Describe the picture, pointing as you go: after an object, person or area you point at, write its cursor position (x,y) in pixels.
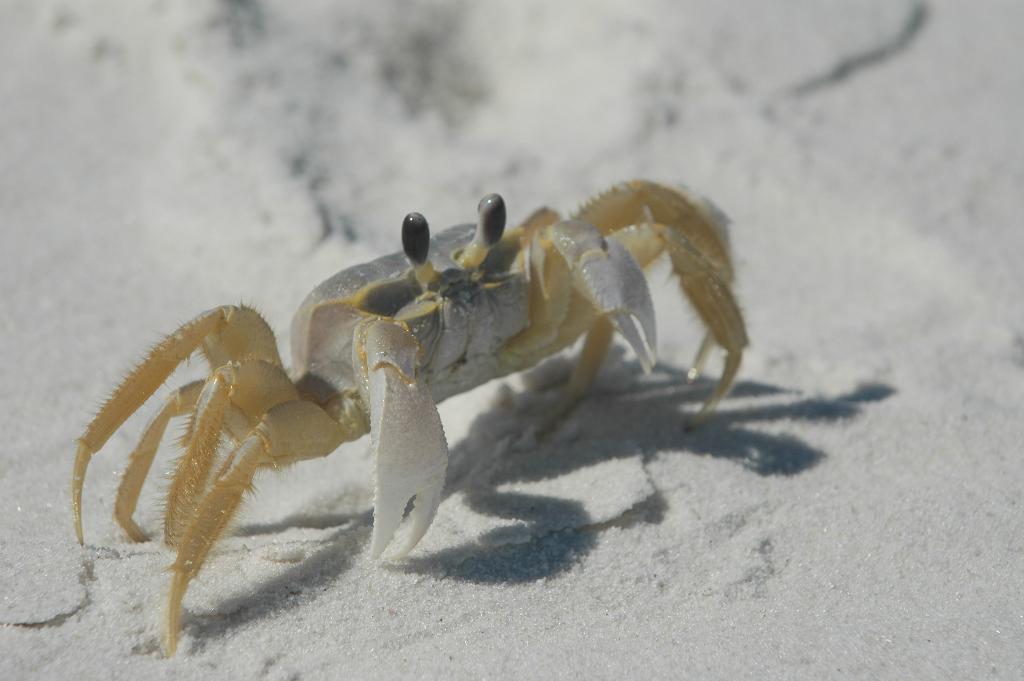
The picture consists of a crab (481,306), crawling in the sand (702,328).
